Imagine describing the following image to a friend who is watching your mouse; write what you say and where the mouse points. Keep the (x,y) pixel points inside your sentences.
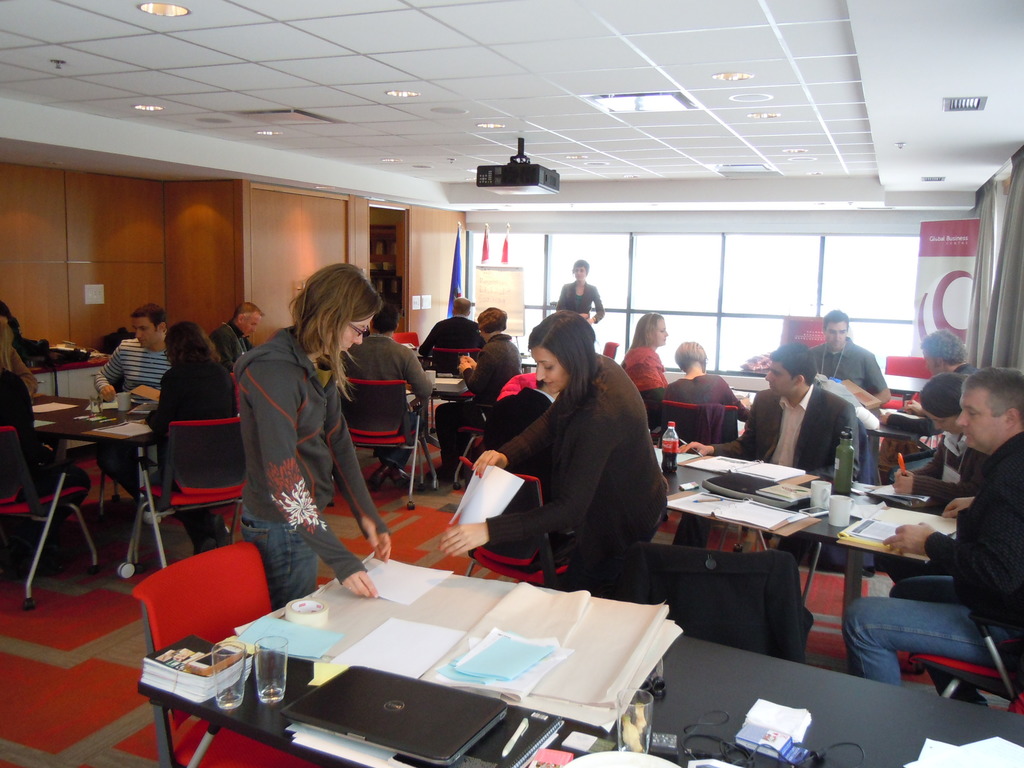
There are some people (131,461) sitting around a table (440,390) in the chairs (394,387) in which some papers (405,618), laptops (392,687), glasses (237,661) and some accessories (183,649) were placed. There are some people (270,464) standing. In the background (265,283) there is a wall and a windows (649,274) here. Projector (516,178) is attached to the ceiling (536,70).
